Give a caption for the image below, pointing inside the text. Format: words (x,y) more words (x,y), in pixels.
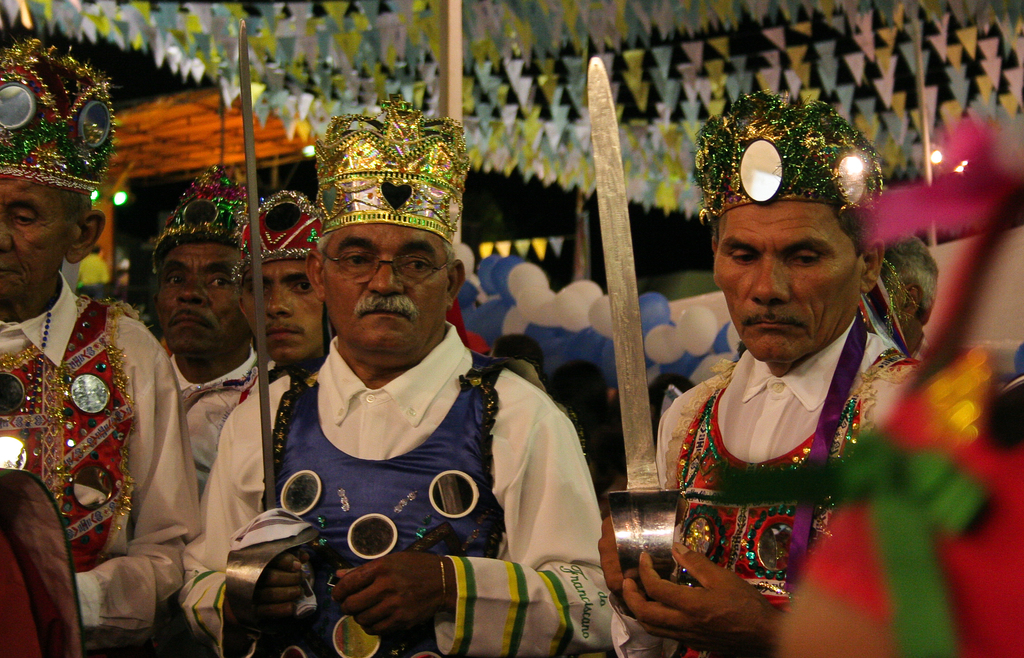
In this picture, we see the men (342,388) are standing. They are wearing the costumes (437,394). Two of them are holding the swords (622,349) in their hands (670,582). Behind them, we see the people (586,374). Behind them, we see the balloons (583,348) in white and blue color. At the top (473,124), we see the roof (285,139) and the flags (562,137) in white, green, yellow, blue and pink color. In the background (675,242), it is black in color.
